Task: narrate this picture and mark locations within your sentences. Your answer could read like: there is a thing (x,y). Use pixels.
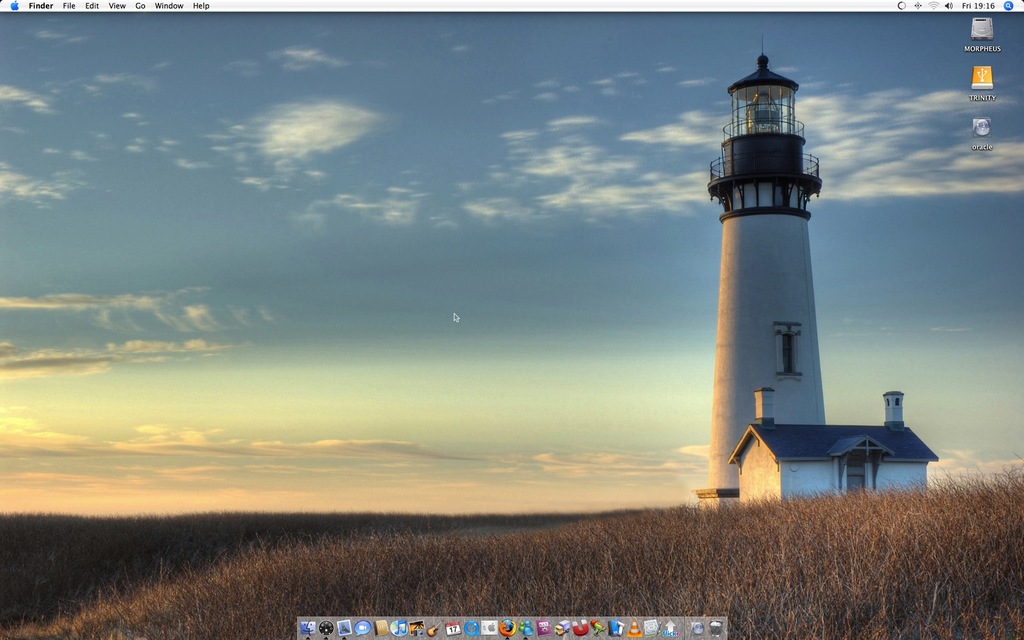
There is a tower (745,297) in the image. There is a house (840,448). There is grass (434,585) at the bottom of the image (434,558). At the top of the image (225,84) there is sky (168,131) and clouds (283,130).
